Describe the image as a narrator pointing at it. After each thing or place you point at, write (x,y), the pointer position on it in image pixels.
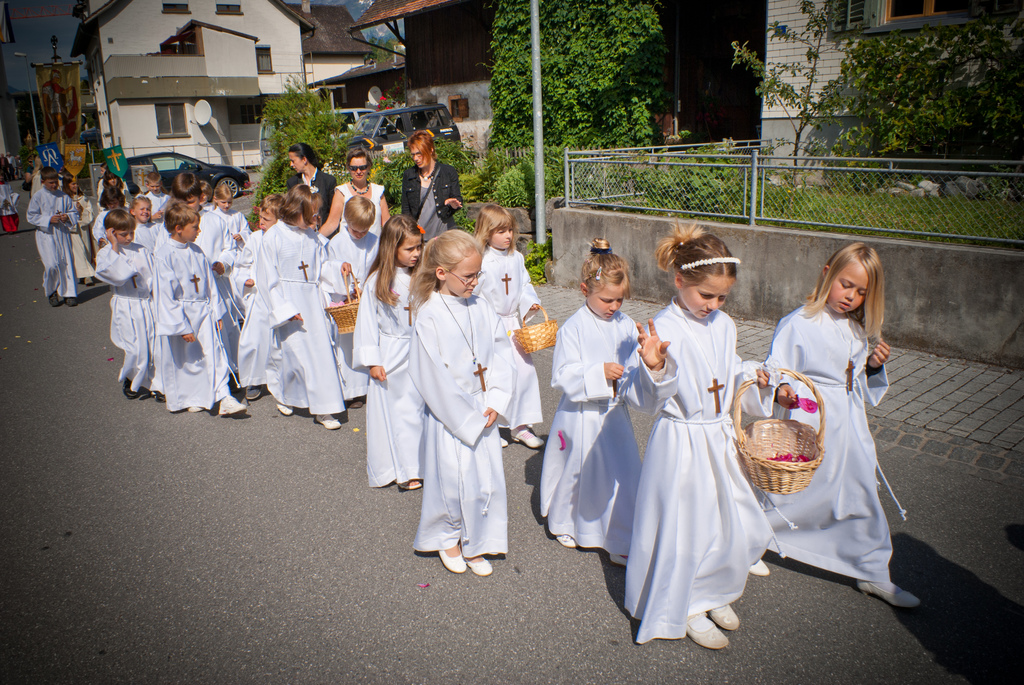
These children (260,241) wore white dress (562,416) and few (636,394) are holding baskets (746,452). Beside this child (447,345) we can see people (410,175), vehicles (188,167), plants (556,181), mesh (768,192), pole (540,221), tree (576,78) and buildings (841,19). These are windows (265,55). Here we can see banner (60,150).
